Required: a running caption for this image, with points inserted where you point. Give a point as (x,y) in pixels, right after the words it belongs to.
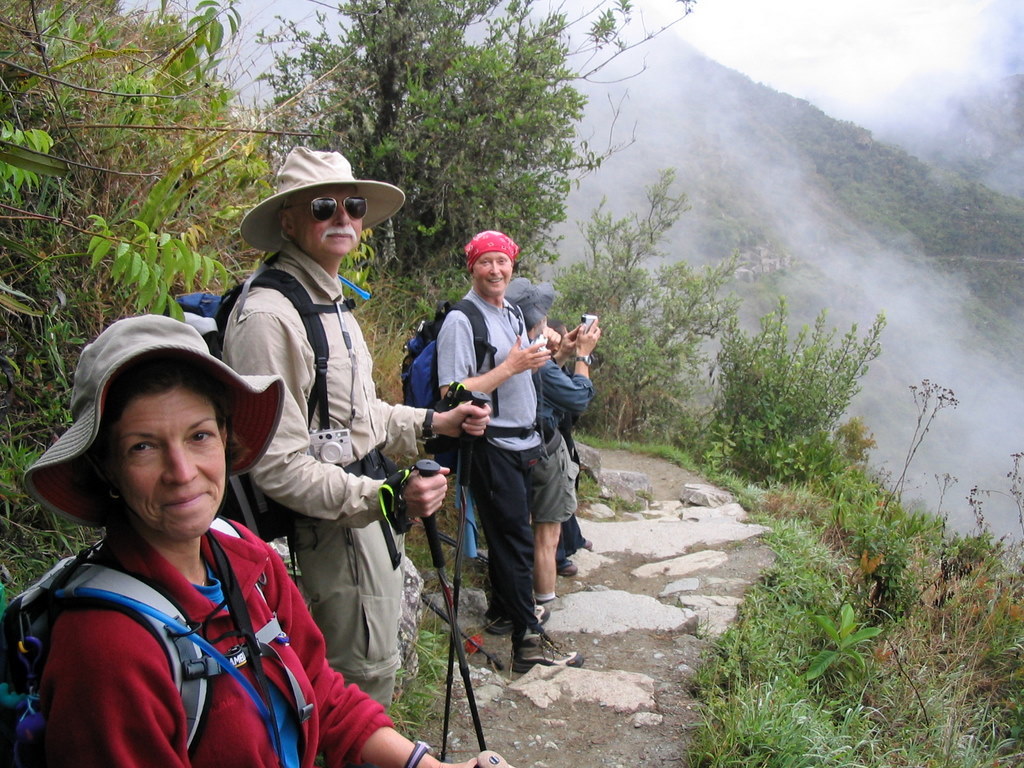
In this image we can see few people (334,478) standing on the ground (594,644), a man (356,491) is holding sticks (466,447) and other person (483,440) is holding an object (594,321), there are few trees (780,340), mountains (808,186) and sky (927,94) in the background (961,82).
